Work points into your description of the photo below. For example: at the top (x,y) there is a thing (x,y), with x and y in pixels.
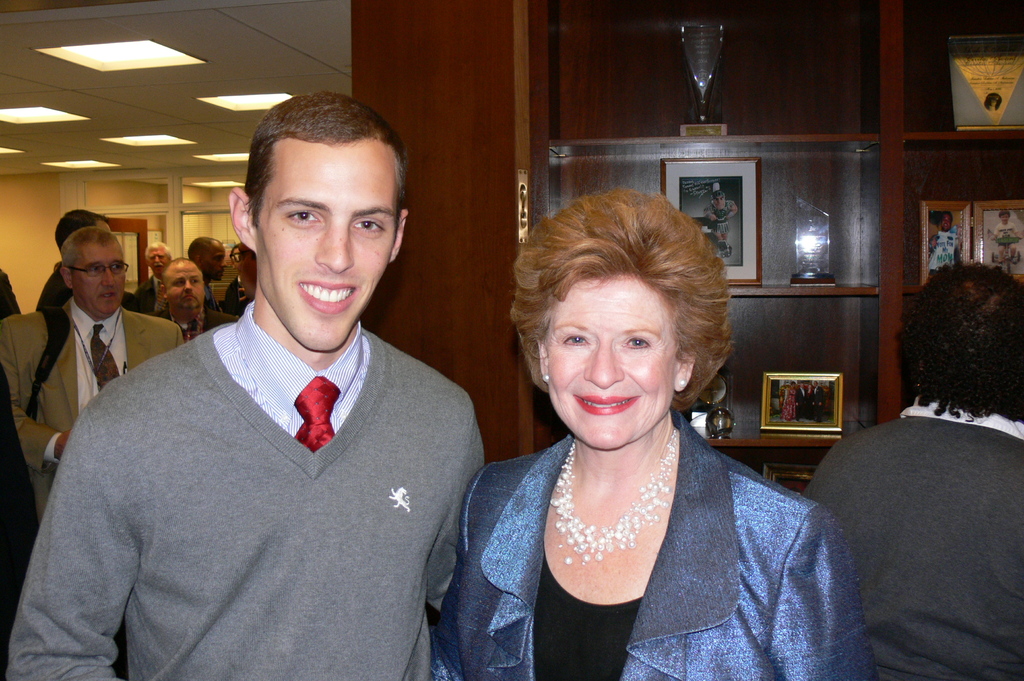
In the center of the image (402,354) there are two persons (806,503) standing. In the background of the image (15,356) there are persons (58,442). There is a shelf (769,117) with objects (726,232) in it.
